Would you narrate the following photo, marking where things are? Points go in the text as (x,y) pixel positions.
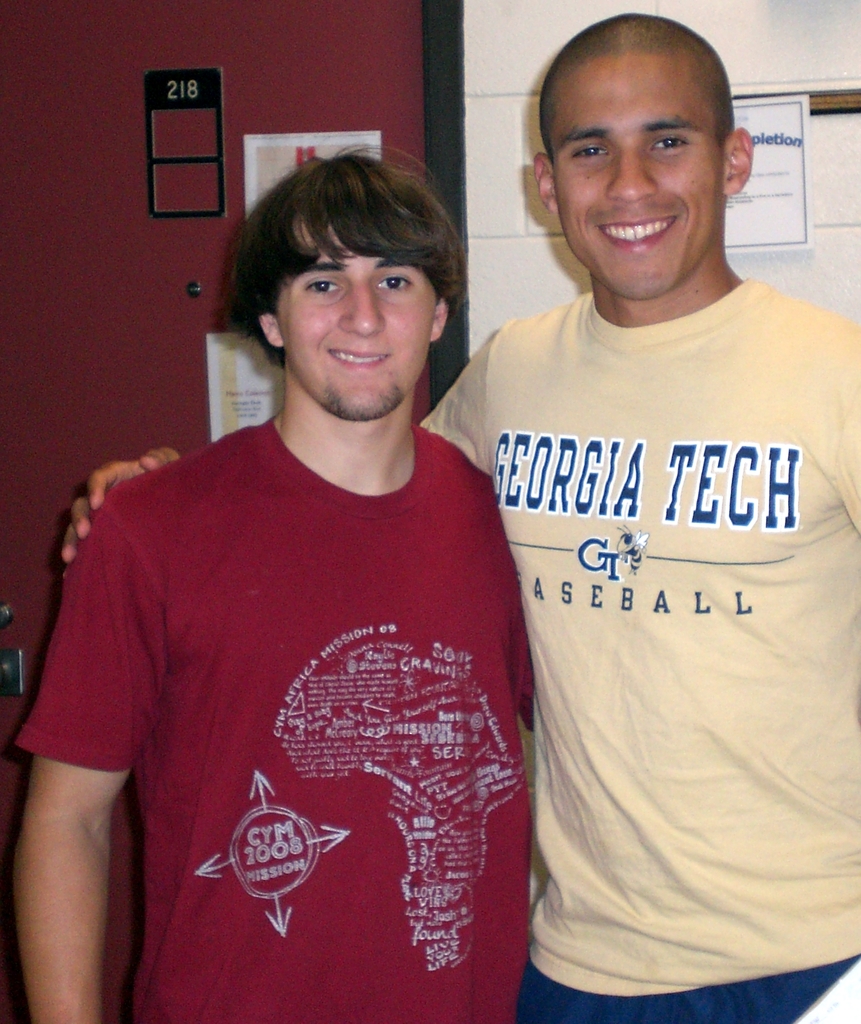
In this image there are two persons (301,705) standing as we can see in the middle of this image (324,648). There is a wall (803,41) in the background (481,126). There are some posters (357,143) attached on the wall (509,197) as we can see on the top of this image (248,138).
